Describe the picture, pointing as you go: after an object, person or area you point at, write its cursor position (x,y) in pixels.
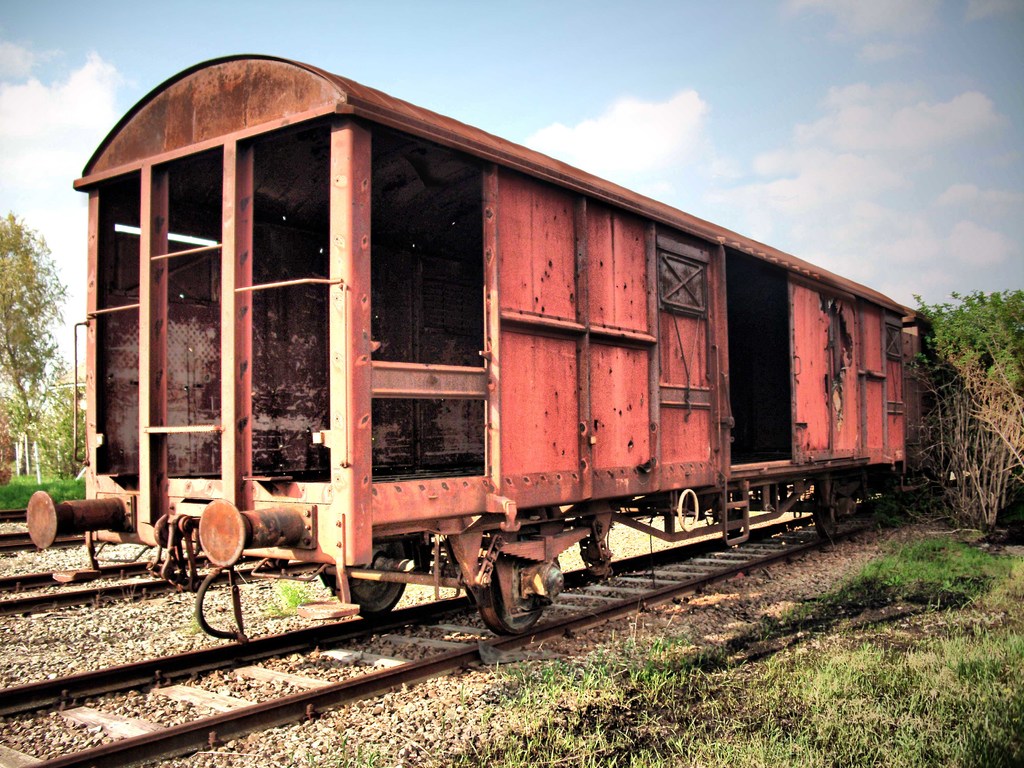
Train compartment (692,386) is on the train track (631,571). Sky (663,177) is cloudy. Here we can see trees (989,375) and grass (818,686).
